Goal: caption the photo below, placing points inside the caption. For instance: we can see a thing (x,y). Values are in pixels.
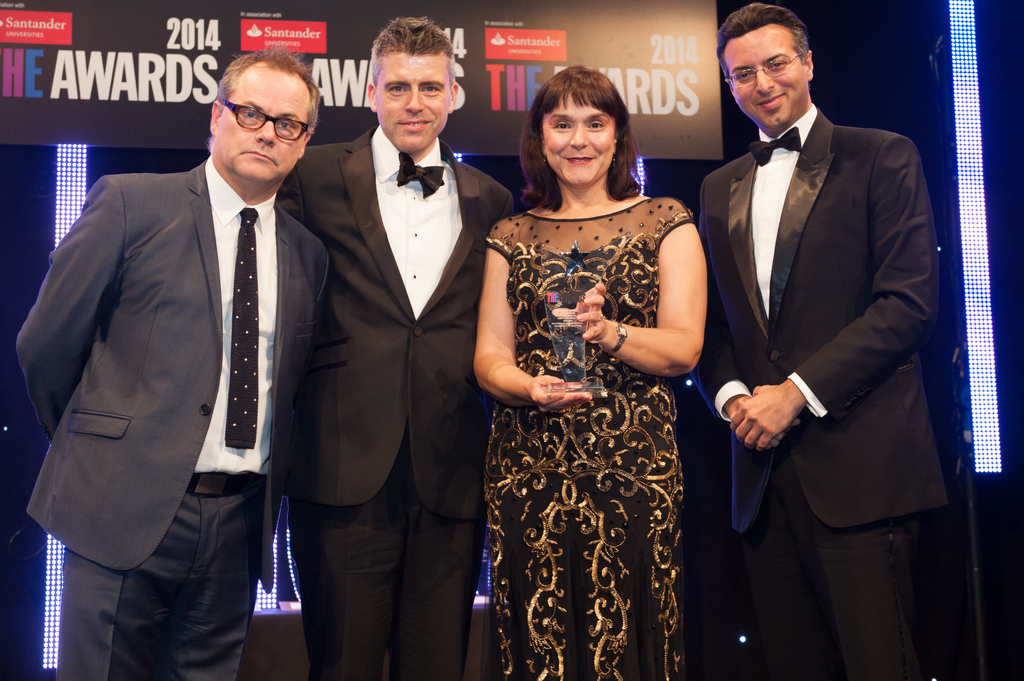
These four people (371,302) are standing. This woman (556,150) is holding a trophy (559,359). Background (576,39) there is a hoarding (505,69) and lights (961,101).
